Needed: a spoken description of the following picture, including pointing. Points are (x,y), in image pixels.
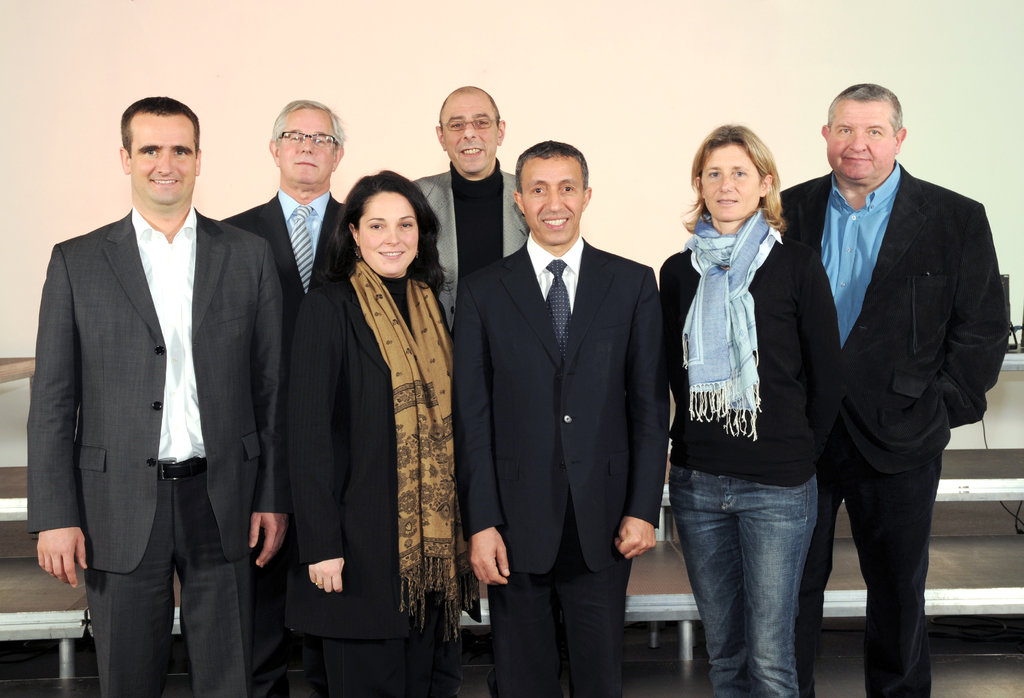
In this image we can see group of people (628,470) standing on the floor (839,677). Some persons (541,359) are wearing coats (450,294) and ties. In the background (1006,599), we can see some benches (1002,566) and the wall (282,48).
